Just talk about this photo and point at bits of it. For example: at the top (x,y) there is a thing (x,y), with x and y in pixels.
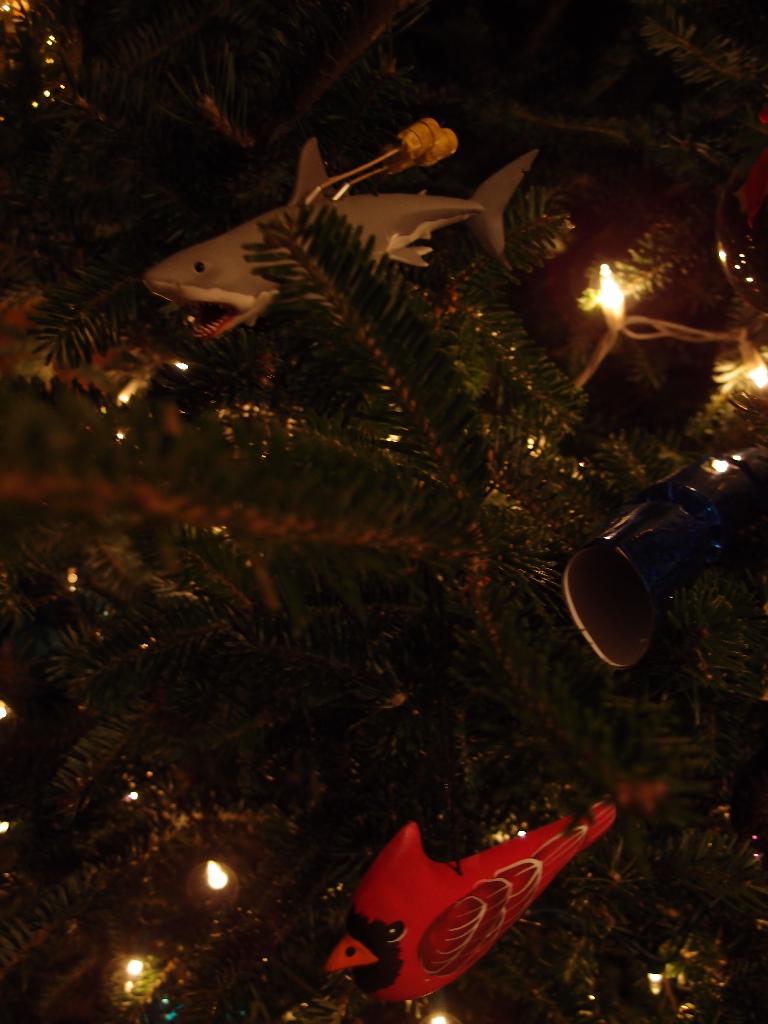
In this image we can see an object (308,466) looks like a Christmas tree (435,521) with lights (613,303) and objects (197,244).
